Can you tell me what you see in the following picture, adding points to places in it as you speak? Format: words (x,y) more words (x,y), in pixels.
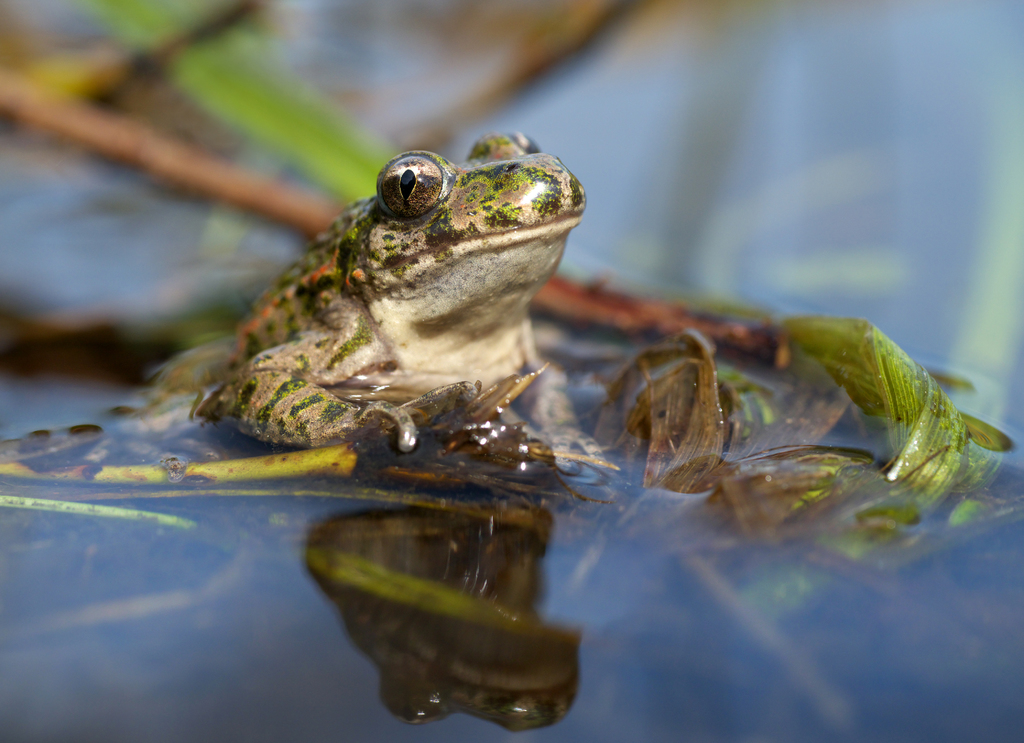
In this image we can see a frog (446,321) in the water (571,370), also we can see a plant (528,473), and the background (484,104) is blurred.
